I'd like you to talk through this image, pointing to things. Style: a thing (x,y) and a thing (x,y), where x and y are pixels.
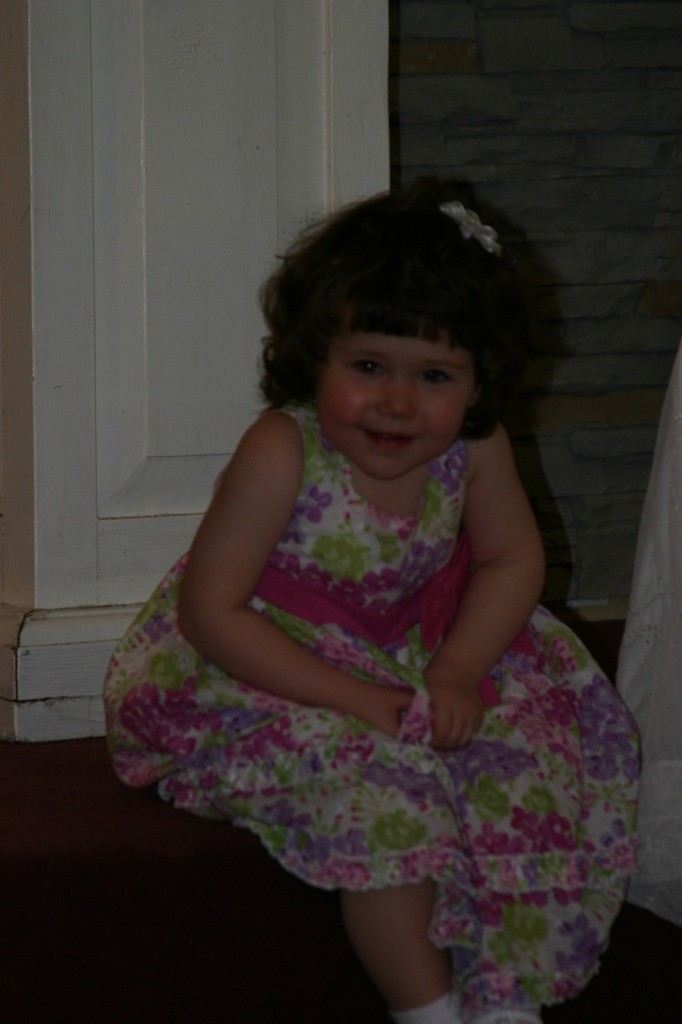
In this picture there is a girl (441,493) who is wearing beautiful dress (595,889) and shoe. She is sitting on the stairs (246,959), beside her there is a door (147,420). On the right (543,462) there is a brick wall (626,251).
